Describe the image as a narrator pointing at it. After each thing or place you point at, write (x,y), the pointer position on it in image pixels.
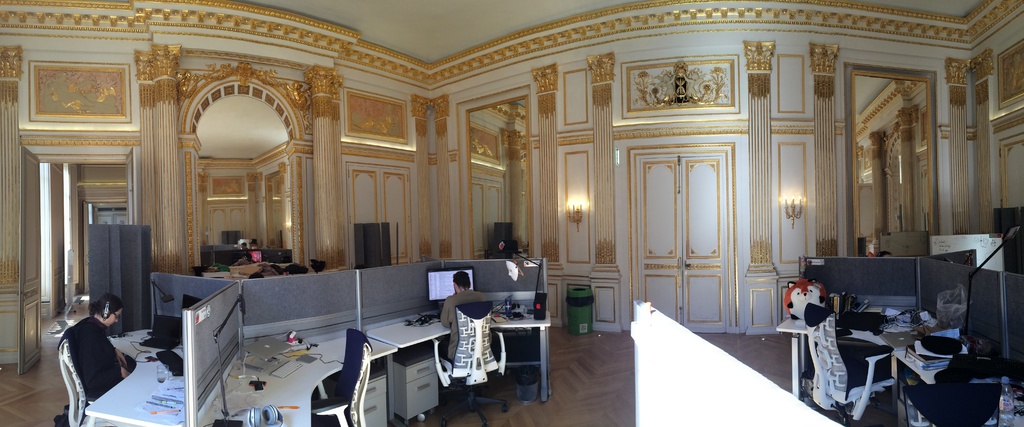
In the picture I can see people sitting on chairs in front of desks (315,370). On these desks (408,334) I can see monitors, keyboards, wires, laptop (898,347) and some other objects (938,362). In the background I can see photos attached to the wall (363,151) and some other objects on the floor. This is an inside view of a building (604,290).
